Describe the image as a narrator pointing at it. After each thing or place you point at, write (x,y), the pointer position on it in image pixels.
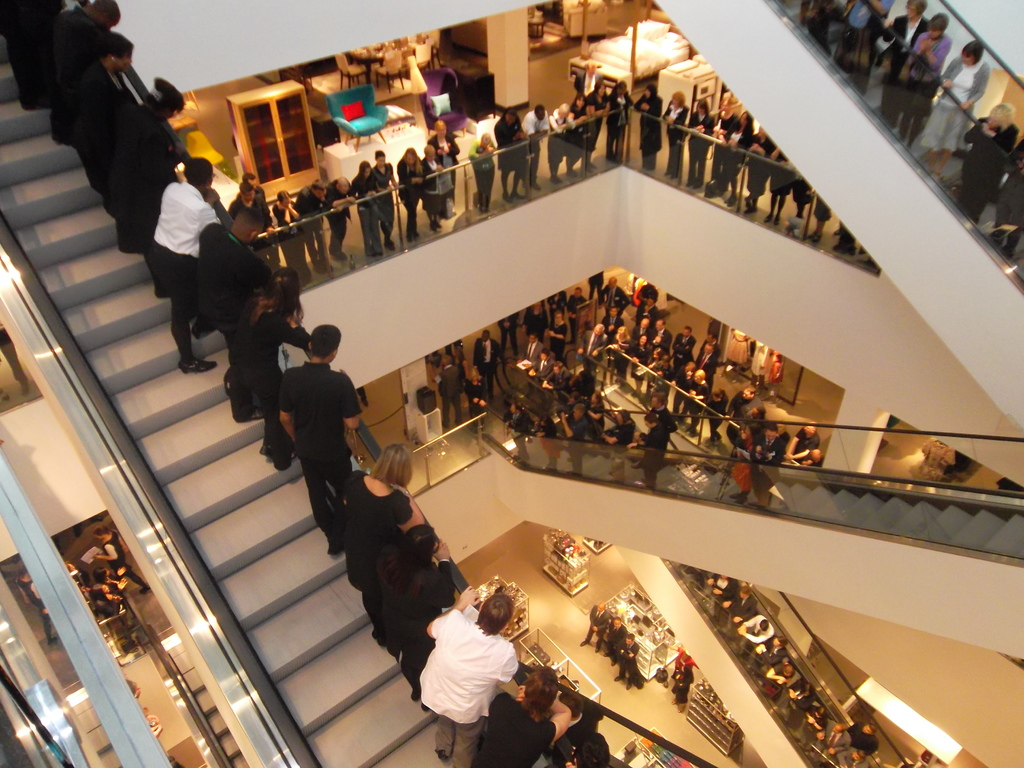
This image looks like a shopping mall (957,411) and i can see a group of people (97,181) standing on stairs (344,636) and i can also see few people (390,206) standing close to the corridors (591,130) and also i can see chair (455,120), a bed (617,51), and also a wardrobe (294,106).
